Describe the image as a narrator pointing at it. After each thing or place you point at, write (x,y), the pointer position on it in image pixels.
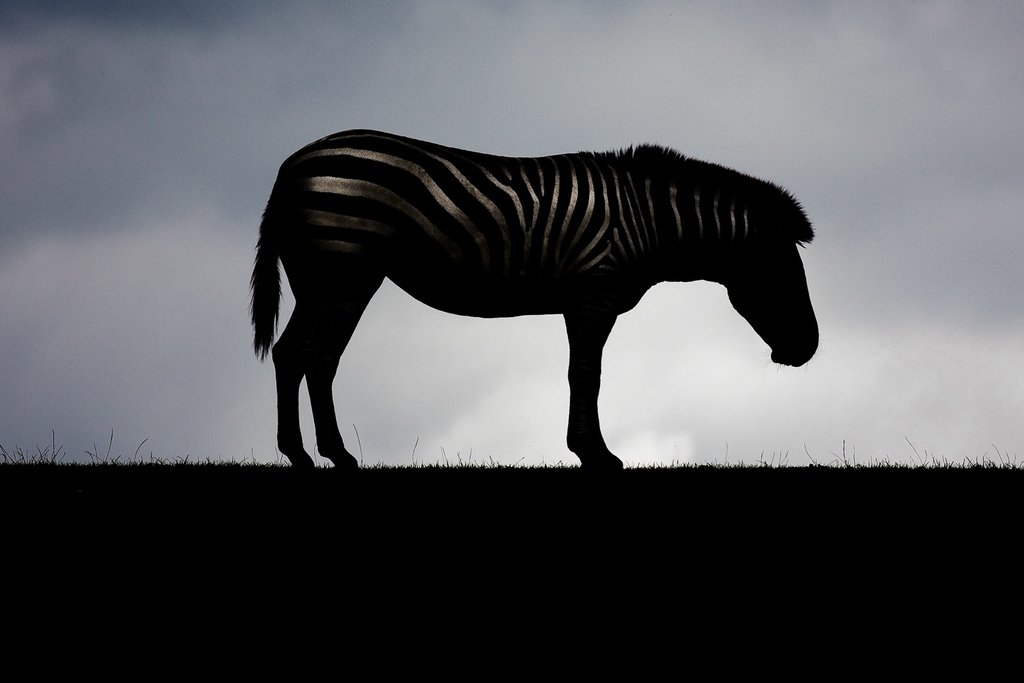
There is a zebra (477,240) standing on the grass (641,511) and in the background (942,125) there is a sky (942,125) with dark clouds (838,141).
